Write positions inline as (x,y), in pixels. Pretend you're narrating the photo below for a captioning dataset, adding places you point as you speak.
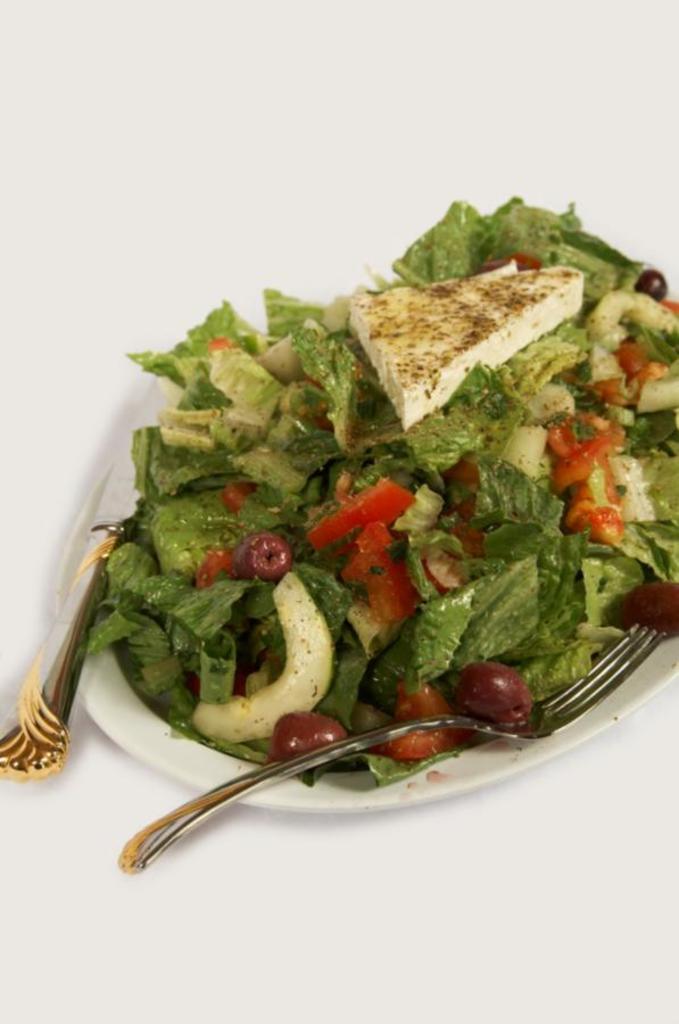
In this image there is a table (365,854) with a plate (361,777) of salad (372,548), a knife (35,691) and a fork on it.
